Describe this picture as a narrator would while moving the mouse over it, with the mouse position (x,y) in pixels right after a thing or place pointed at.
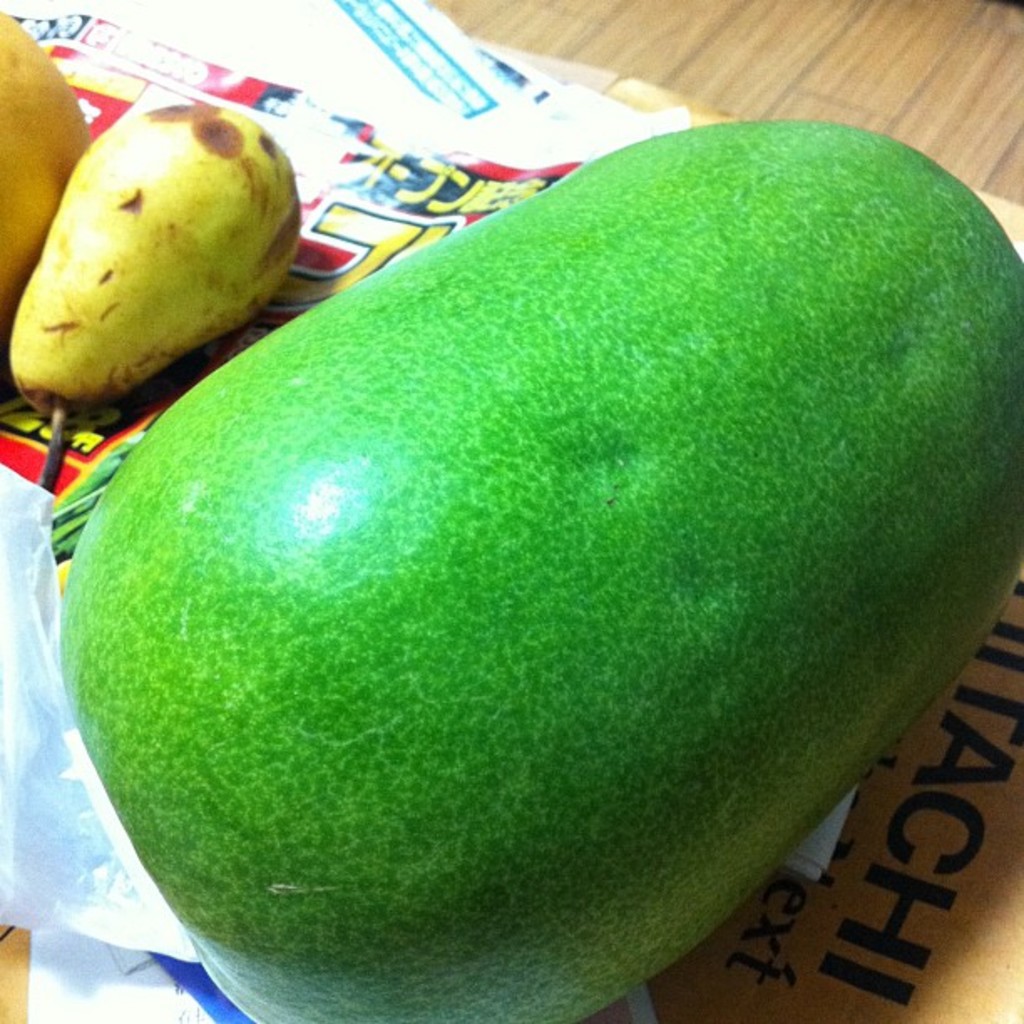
In this image there are fruits (689,399) and objects (996,817) on the wooden surface (795,70).
